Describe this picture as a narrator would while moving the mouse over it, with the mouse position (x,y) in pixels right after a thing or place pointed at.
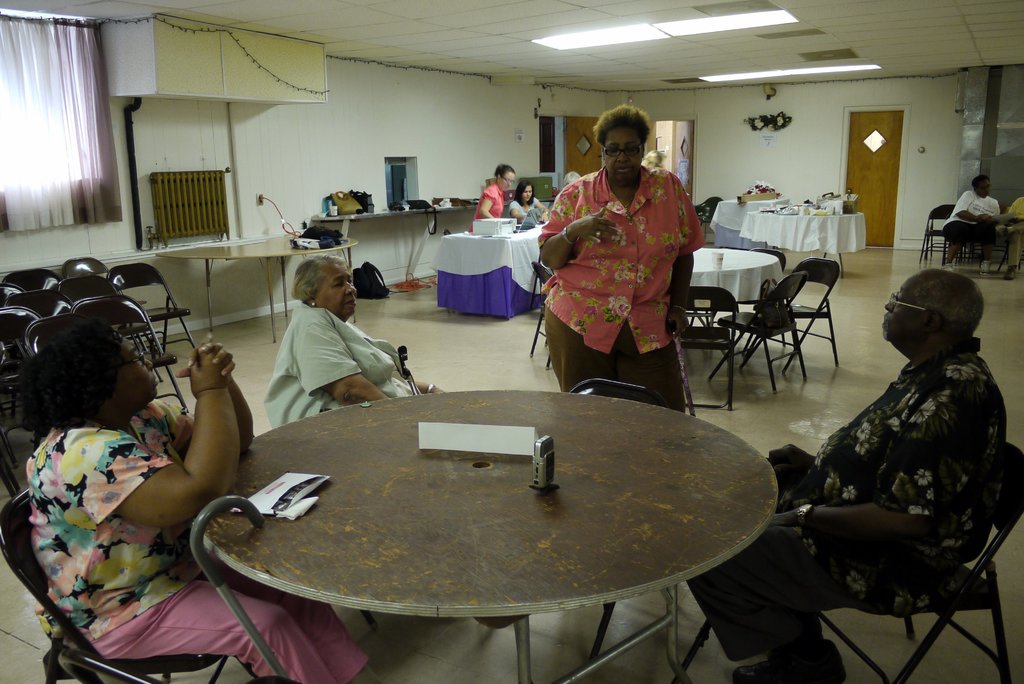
This picture is clicked inside the room (228,134). Here, we see three people (317,395) sitting on the chair (964,598) and woman (662,278) in pink shirt (587,257) is explaining them something and in front of them, we see a table (404,553) on which paper (508,432) and mobile phone (545,474) are placed and behind her, we see many chairs (799,263) and tables (767,276) and on the top of the picture (440,12), we see the ceiling (354,40) of that room (737,123).
